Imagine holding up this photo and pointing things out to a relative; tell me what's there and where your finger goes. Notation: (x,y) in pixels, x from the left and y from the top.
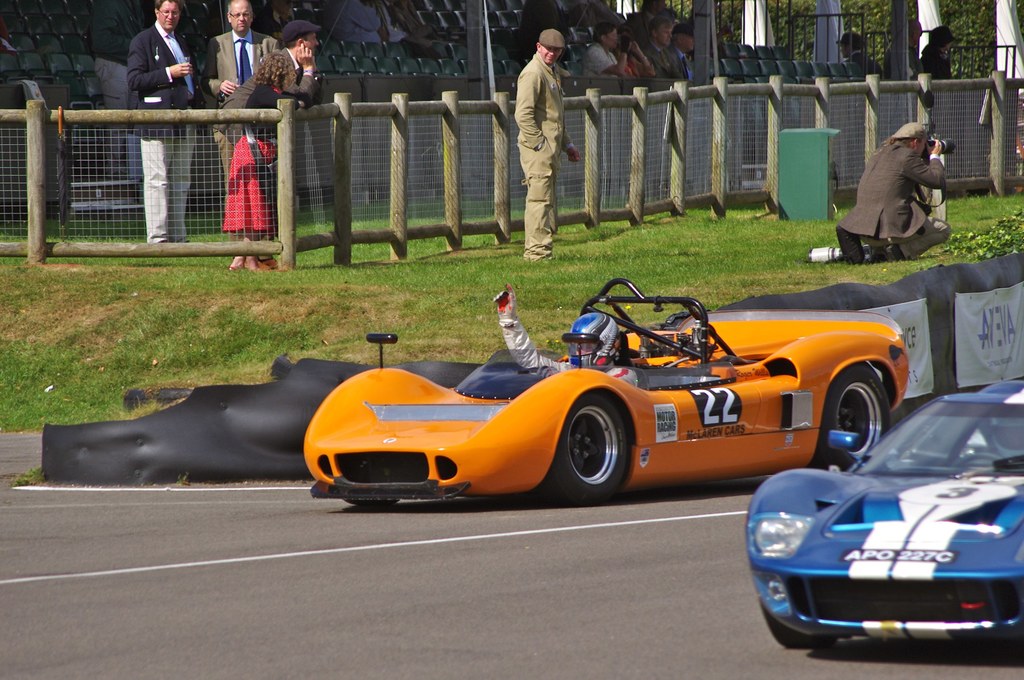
This picture shows two cars (787,433). and few people (158,88) watching them standing and we see few people (642,56) Seated on the chairs (840,76) on the back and a man (935,174) taking photographs with the help of the camera (955,139).
